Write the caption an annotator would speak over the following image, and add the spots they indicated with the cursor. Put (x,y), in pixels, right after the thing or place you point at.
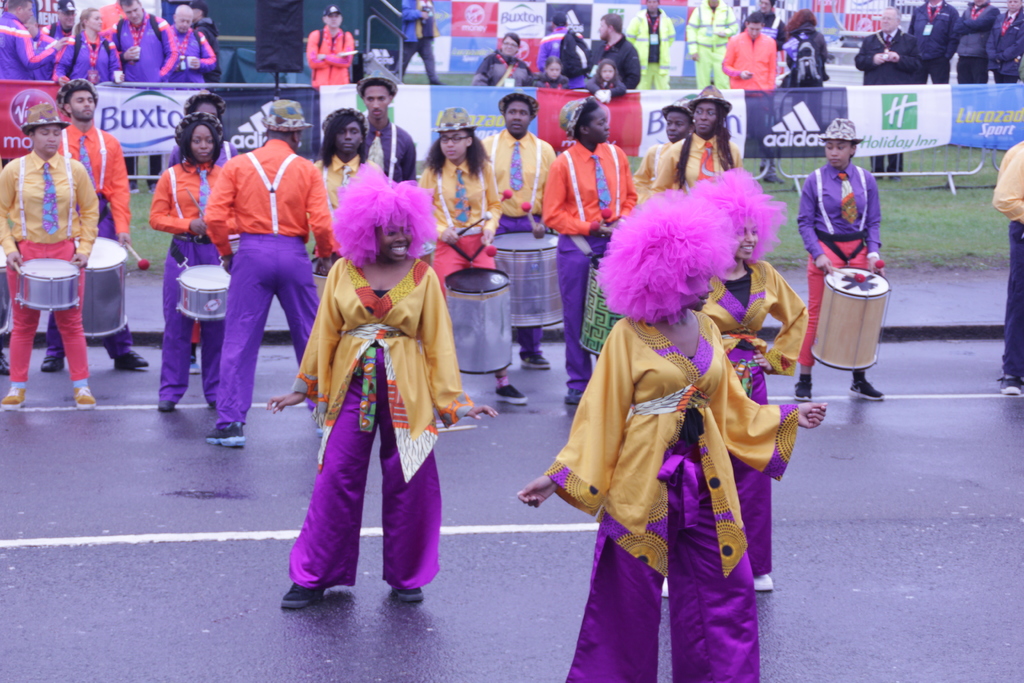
In this image there are a group of people (52,152) who are standing and they are playing drums (33,276). On the background (195,36) there are group of people (609,32) who are standing and some posters (850,94) are there and in the bottom (40,482) there is a road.
